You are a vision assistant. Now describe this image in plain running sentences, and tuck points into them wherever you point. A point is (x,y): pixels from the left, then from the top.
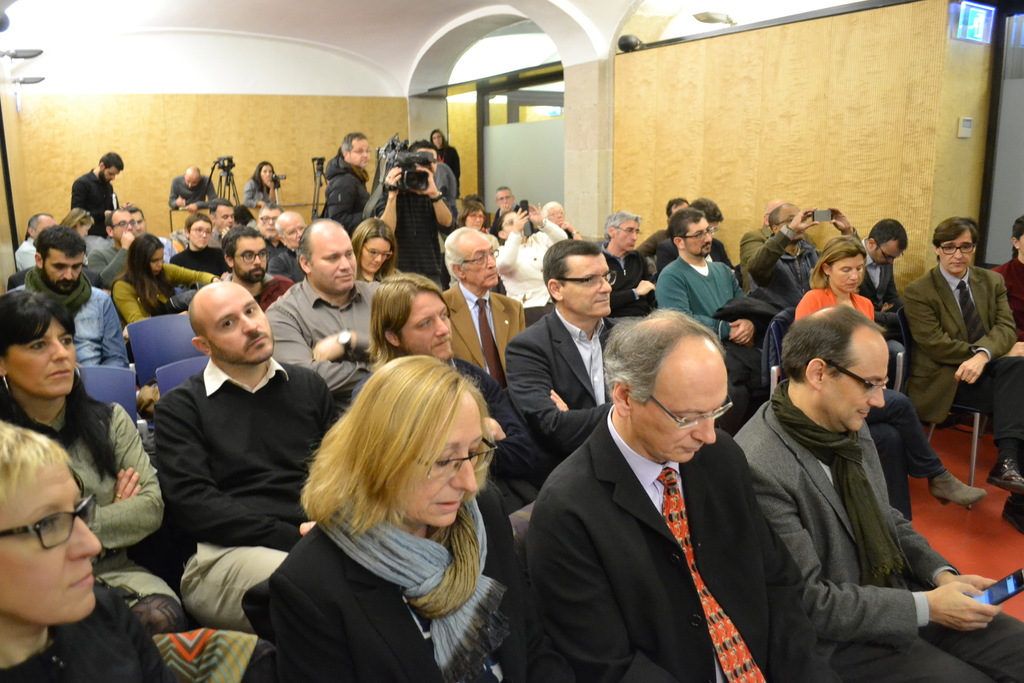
In this image we can see people (620,361) sitting and some of them are standing. The man (415,194) standing in the center (417,266) is holding a camera (411,176) and we can see camera stands (227,182). In the background (259,95) there is a wall (380,95) and a door (521,145).
